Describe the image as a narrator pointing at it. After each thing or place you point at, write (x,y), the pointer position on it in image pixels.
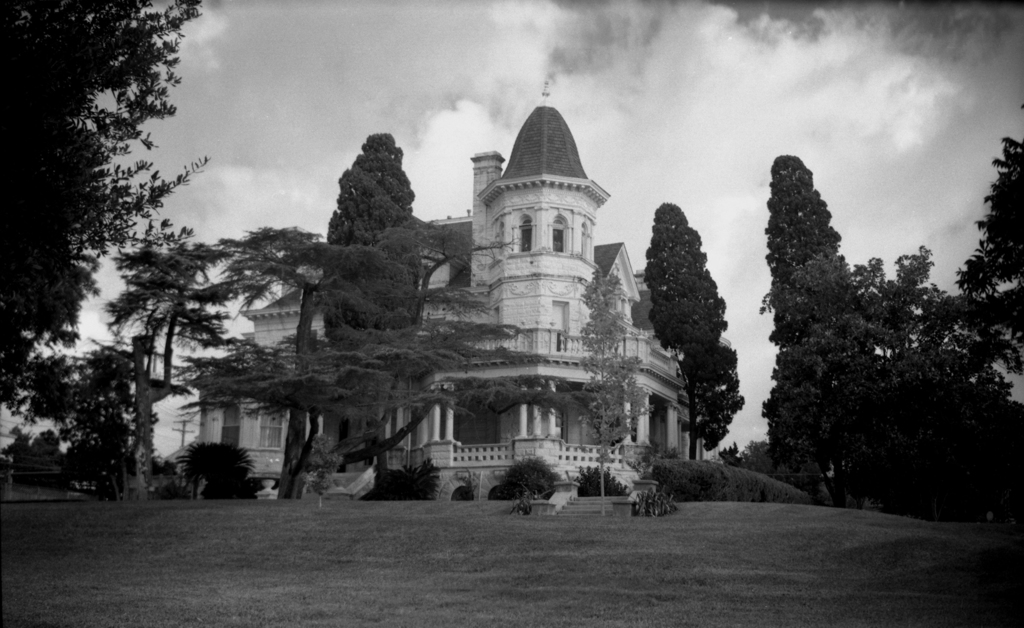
In the center of the image (458,371) there is a building (498,346) and trees (355,401). On the right side (1012,183) and left side (53,227) we can see trees (87,373). At the bottom (597,558) there is a grass (361,558). In the background (784,76) we can see sky (756,43) and clouds (711,74).
